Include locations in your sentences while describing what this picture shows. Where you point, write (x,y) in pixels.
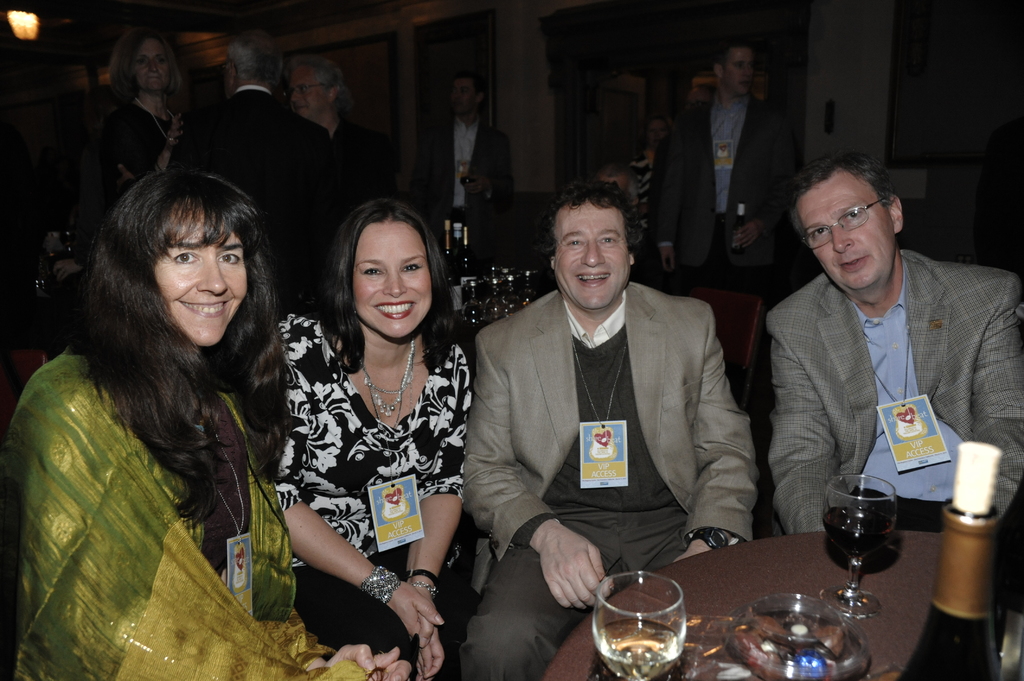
In this image we can see some people (451,286) are sitting, glasses (861,595) filled with liquid (632,671), table (717,596), bottles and we can also see some people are standing.
